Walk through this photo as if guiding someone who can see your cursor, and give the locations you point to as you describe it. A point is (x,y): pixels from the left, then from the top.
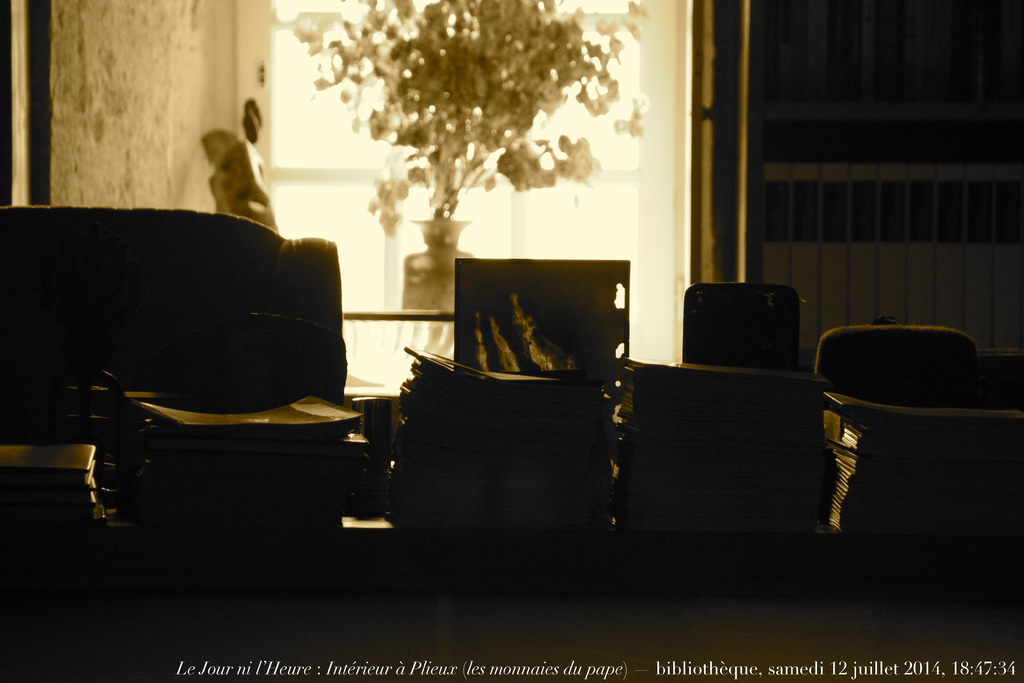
In this image I can see some objects (440,498) on the table (197,528). I can see the chairs (229,400). In the background (424,177), I can see a plant (473,98) in the pot (438,243). I can also see the rail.
